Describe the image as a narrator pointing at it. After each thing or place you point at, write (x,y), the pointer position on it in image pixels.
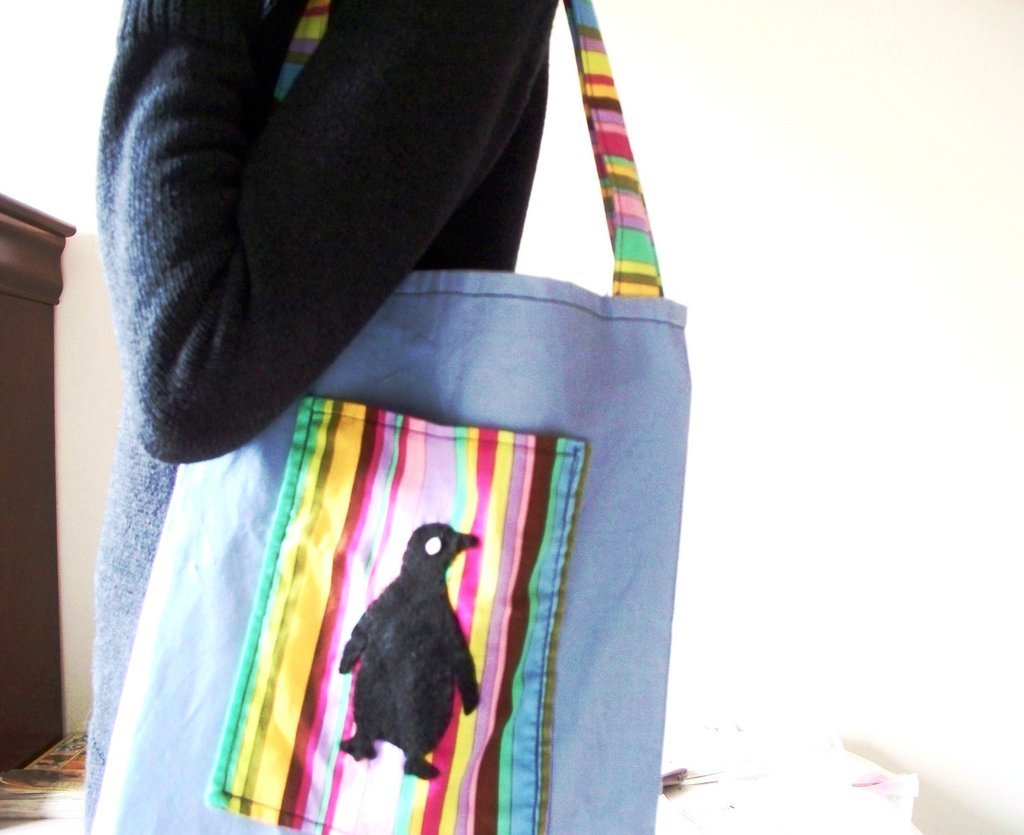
In the image we can see there is a person (338,319) who is standing and holding bag (561,419) on the bag (503,745) there is a pocket (409,518) and on it there is a penguin (404,629) drawn.
